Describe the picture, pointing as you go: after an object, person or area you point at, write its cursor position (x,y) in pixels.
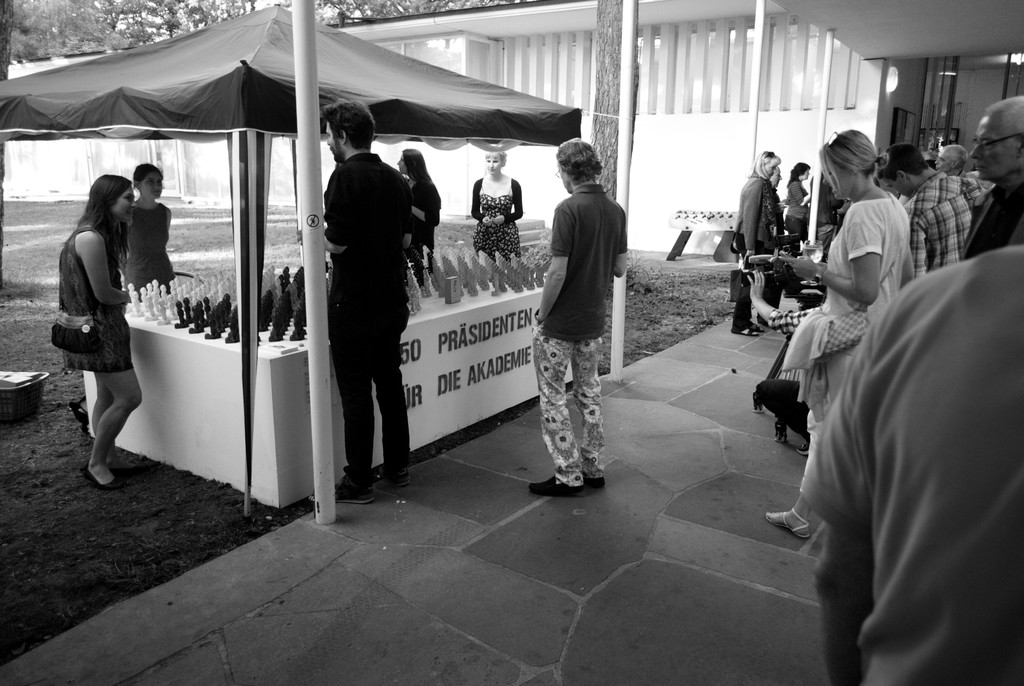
In this picture we can see a group of people (851,487) standing on the ground (342,575), toys (272,308), poles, tent (441,141), building (971,52) and in the background (153,12) we can see trees (121,12).
